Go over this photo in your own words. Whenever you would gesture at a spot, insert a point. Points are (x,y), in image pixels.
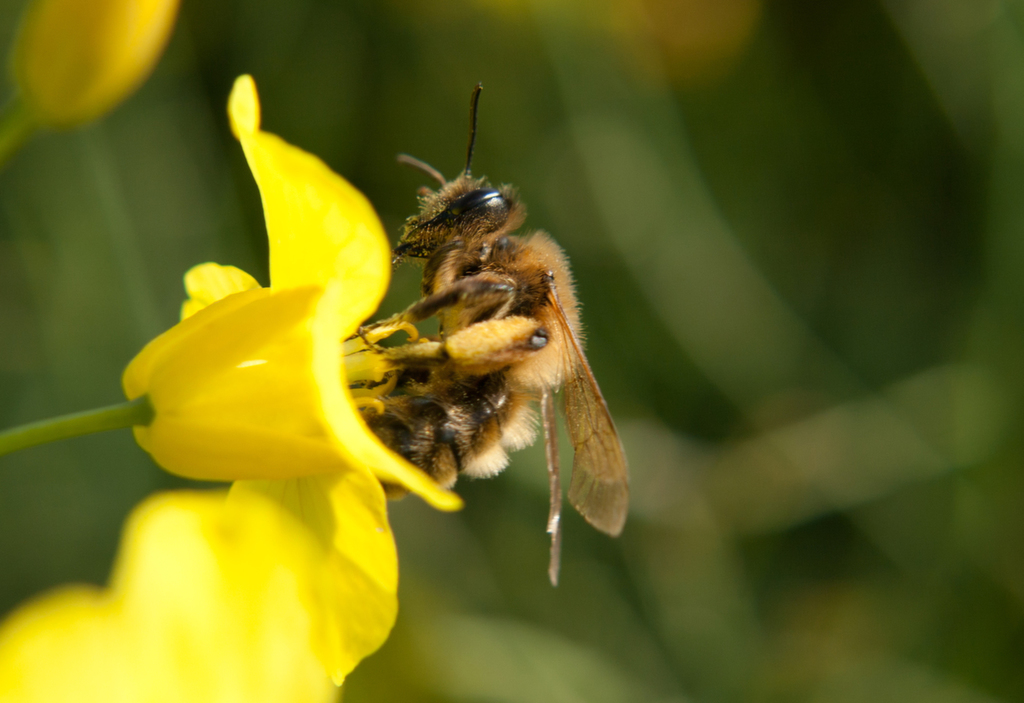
In this picture we can see an insect (492,398) on a flower (374,464). There is a blur background (375,10).
